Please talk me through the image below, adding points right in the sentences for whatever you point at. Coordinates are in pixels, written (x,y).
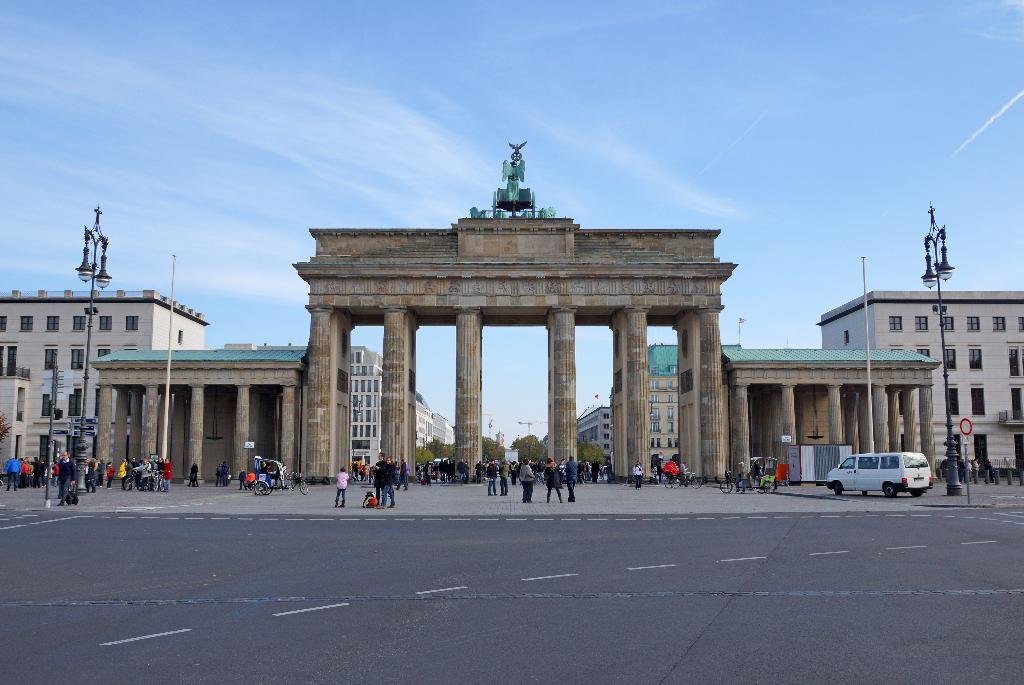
In this picture I can see buildings (1021,364), couple of pole lights (925,282) and poles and I can see few people (382,458) standing and a vehicle (915,457) on the right side (837,476). I can see trees (526,441) and an arch (638,437) and I can see sculpture (516,195) and a blue cloudy sky (565,154).
